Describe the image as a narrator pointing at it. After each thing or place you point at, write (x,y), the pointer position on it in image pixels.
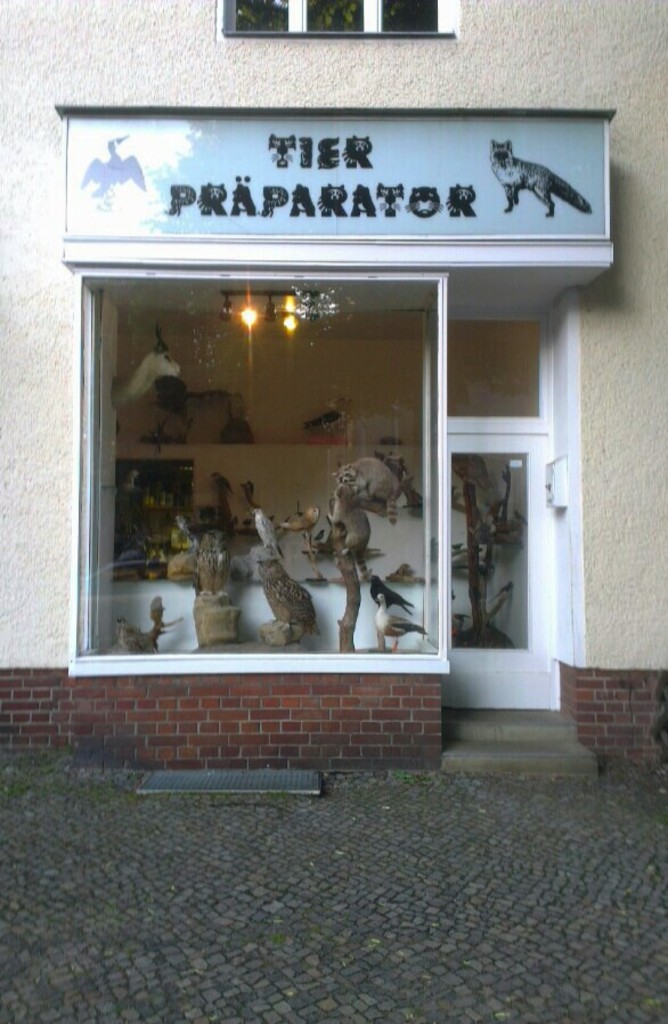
In this picture we can see the floor (195,896), name board (206,205), window (257,403), door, walls (667,72), lights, birds (403,576), animals (361,472), wooden sticks (470,553) and some objects (217,520).
